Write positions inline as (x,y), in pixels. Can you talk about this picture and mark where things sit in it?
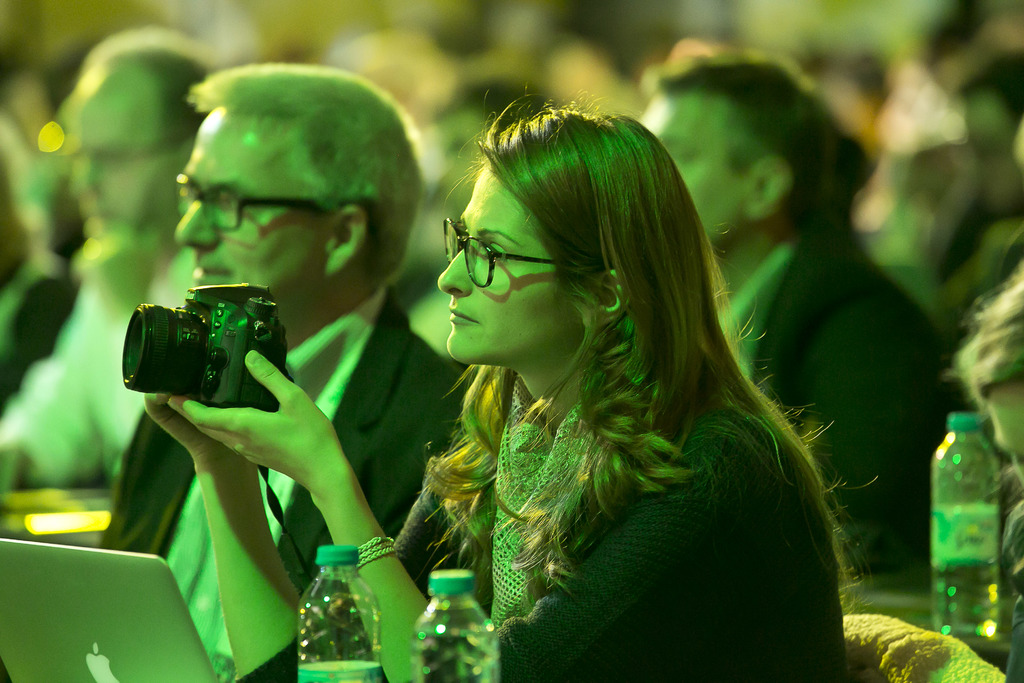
This picture shows few people (84,75) seated and we see a woman (336,483) holding a camera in hand (212,412) and we see few water bottles (335,645) and a laptop (0,638).
